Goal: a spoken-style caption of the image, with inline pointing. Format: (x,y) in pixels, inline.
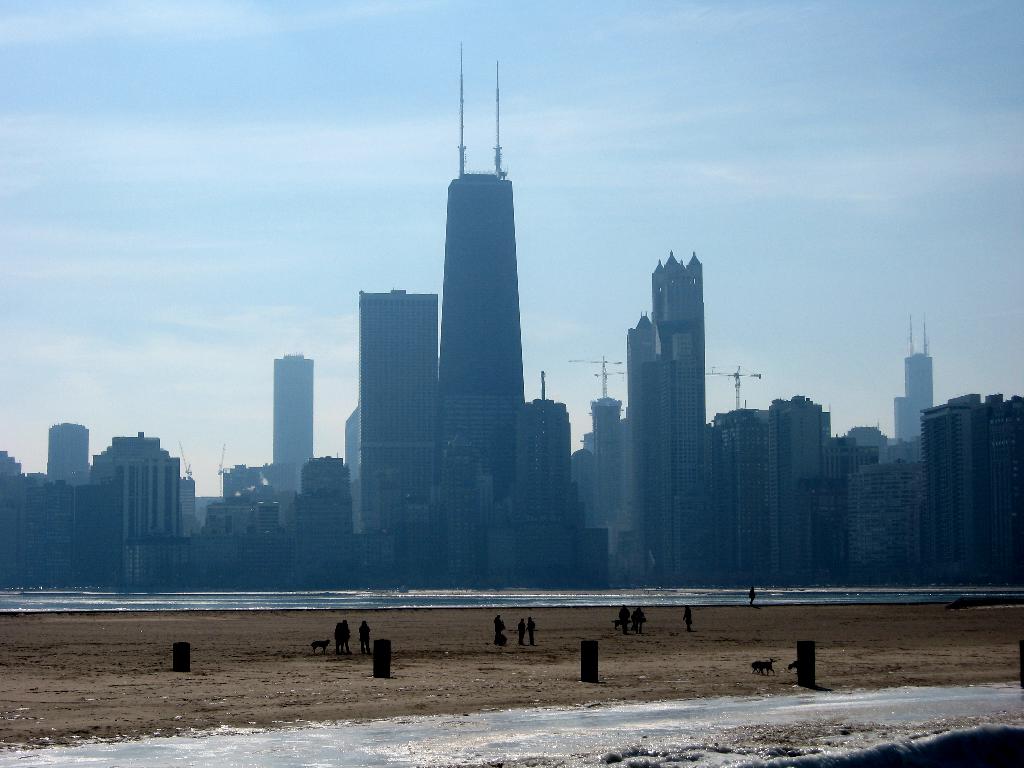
In this image, we can see people (751,598) and some animals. In the background (455,464), there are buildings (507,468). At the bottom (307,621), there is water (366,600) and sand (487,673).
